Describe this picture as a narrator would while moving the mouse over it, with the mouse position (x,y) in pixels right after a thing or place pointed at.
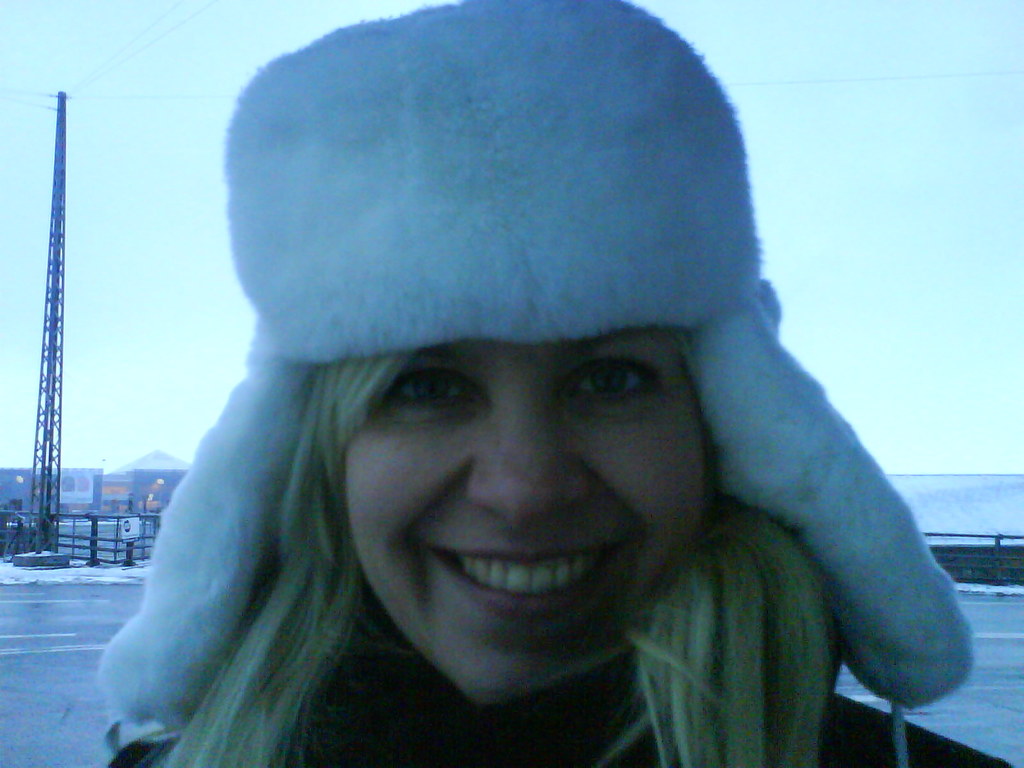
In this image there is a girl (482,487) who is smiling. She is wearing the white cap (506,311). In the background (59,346) there is a tower (60,389) to which there are wires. There are buildings (130,488) in the background (127,475). Beside the tower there is a fence (75,536). On the right side (979,557) there is a wall (977,561) in the background (983,576).
